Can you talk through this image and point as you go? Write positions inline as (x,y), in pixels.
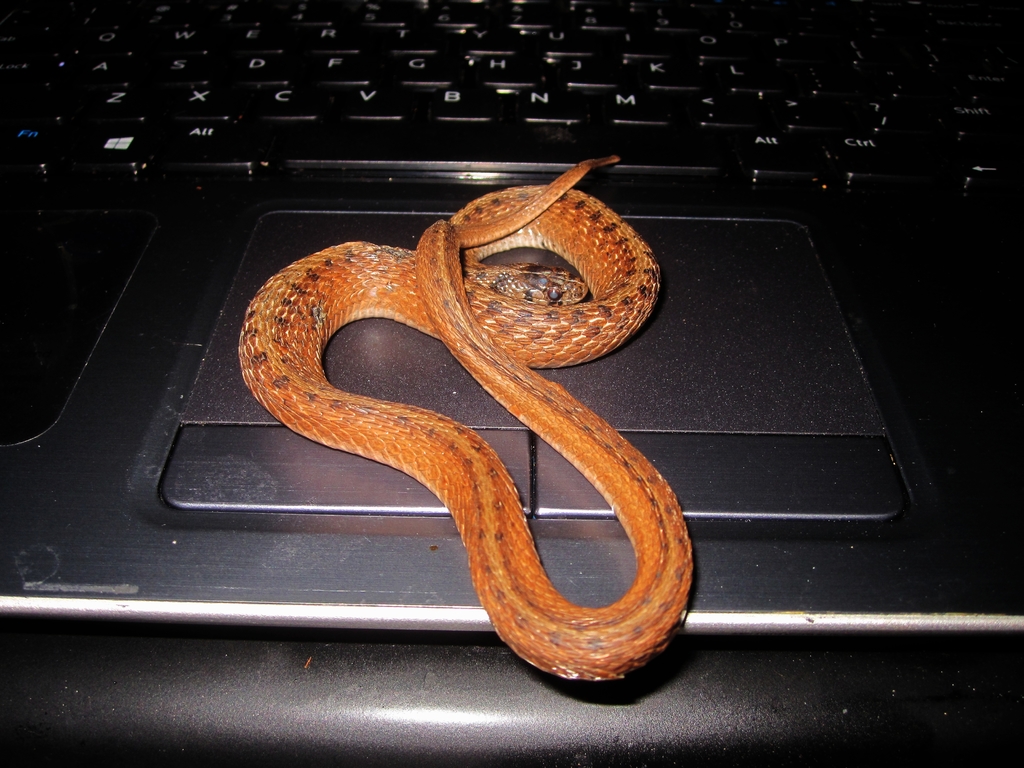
In the picture we can see a laptop keyboard (321,86) on it, we can see a snake (537,273), which is orange in color with black dots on it.
